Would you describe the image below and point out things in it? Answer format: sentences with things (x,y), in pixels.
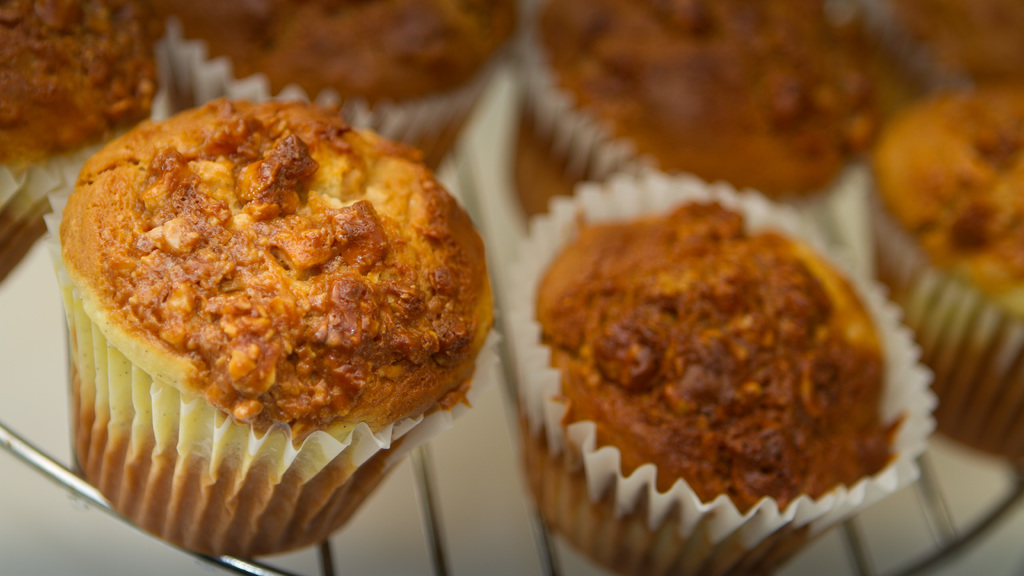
There are some cupcakes (413,185) are kept on a steel grill (54,463).
